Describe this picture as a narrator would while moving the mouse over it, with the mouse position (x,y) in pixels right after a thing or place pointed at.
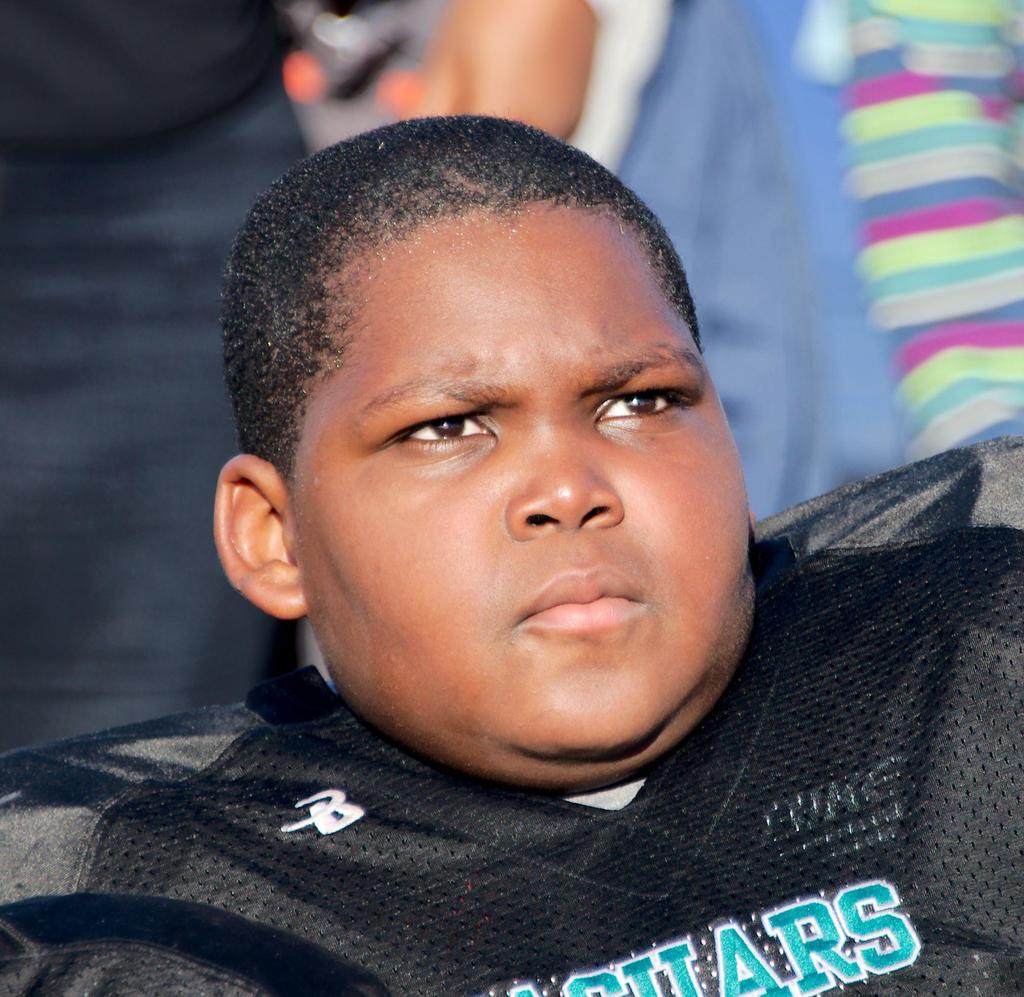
In this picture I can see a boy (609,656), he is wearing a black color dress (671,883).
